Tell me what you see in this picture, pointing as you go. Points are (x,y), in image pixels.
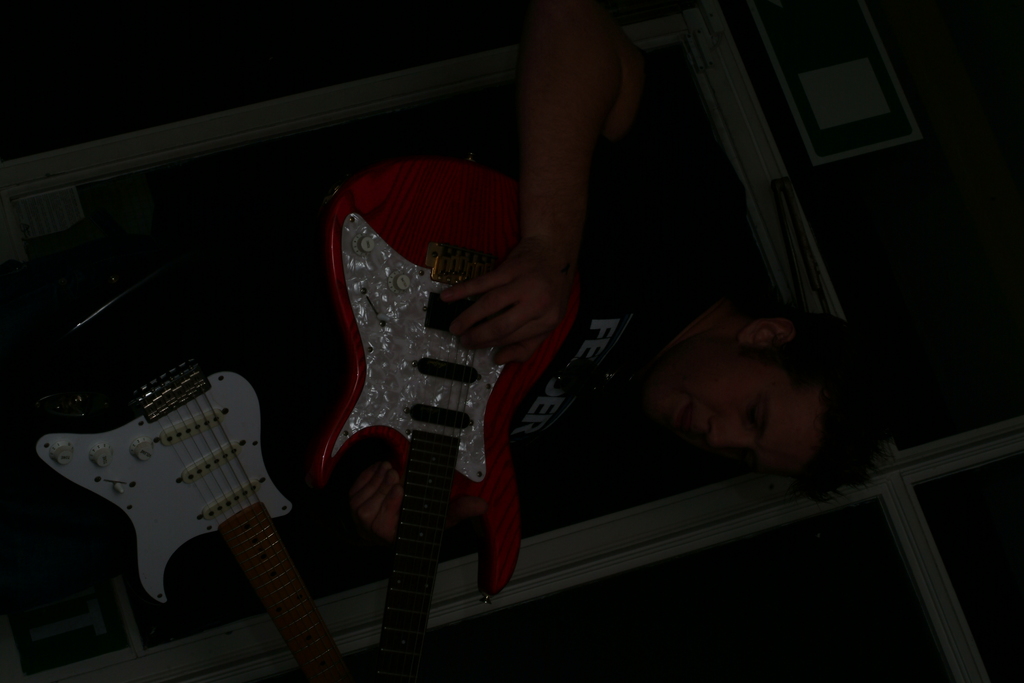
In this picture there are two guitars (402,451) which were being handled by a person (595,315). In the background (990,401) there is a wall (987,387).
